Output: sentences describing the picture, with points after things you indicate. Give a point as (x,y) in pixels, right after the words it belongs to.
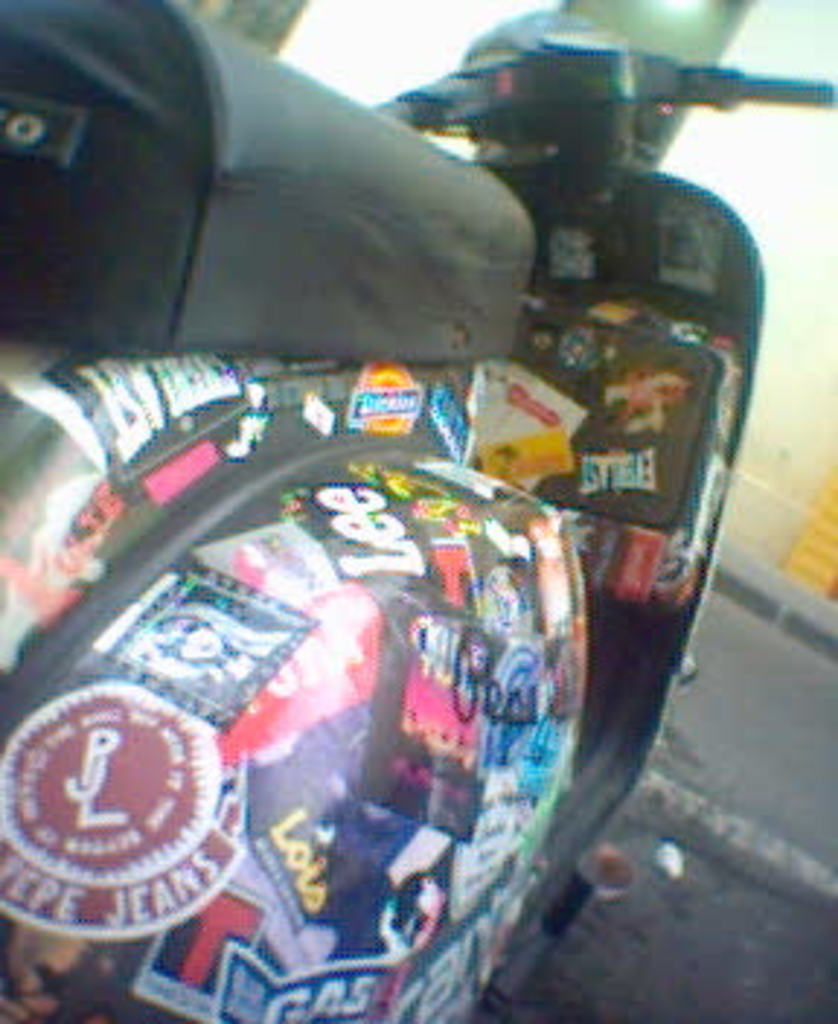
This picture contains a scooter (333,614) on which many posters (345,674) are pasted. At the bottom of the picture (633,863), we see the road (749,917). In the background (801,421), we see a building (836,506) in white color.
